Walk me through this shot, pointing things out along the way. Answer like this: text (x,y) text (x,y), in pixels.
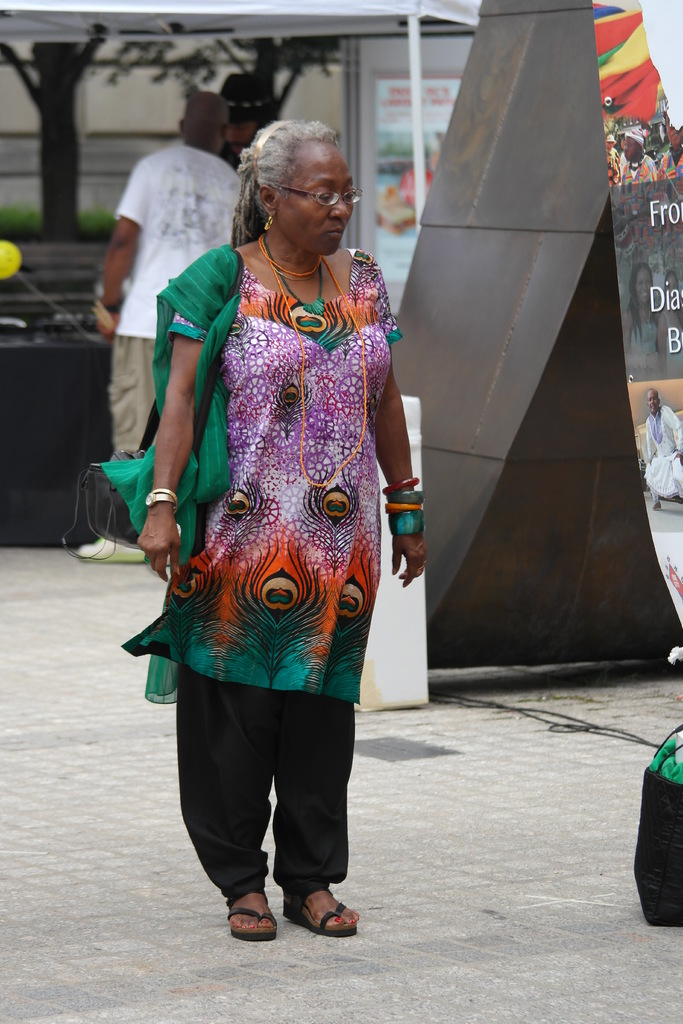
In this picture there is a woman (357,341) who is standing on the street (356,900). on the right (682,395) I can see the bag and banner (682,469) which is placed near to the partition (562,126). In the back (216,110) there is a man (146,280) who is standing near to the table (67,361). On the table (51,353) I can see some steel objects (41,333). In front of him there is a man (245,112) who is standing near to the pole (419,128). At the top (396,124) background (403,142) I can see the wall (368,152), banner (409,136) and tree (55,88).
